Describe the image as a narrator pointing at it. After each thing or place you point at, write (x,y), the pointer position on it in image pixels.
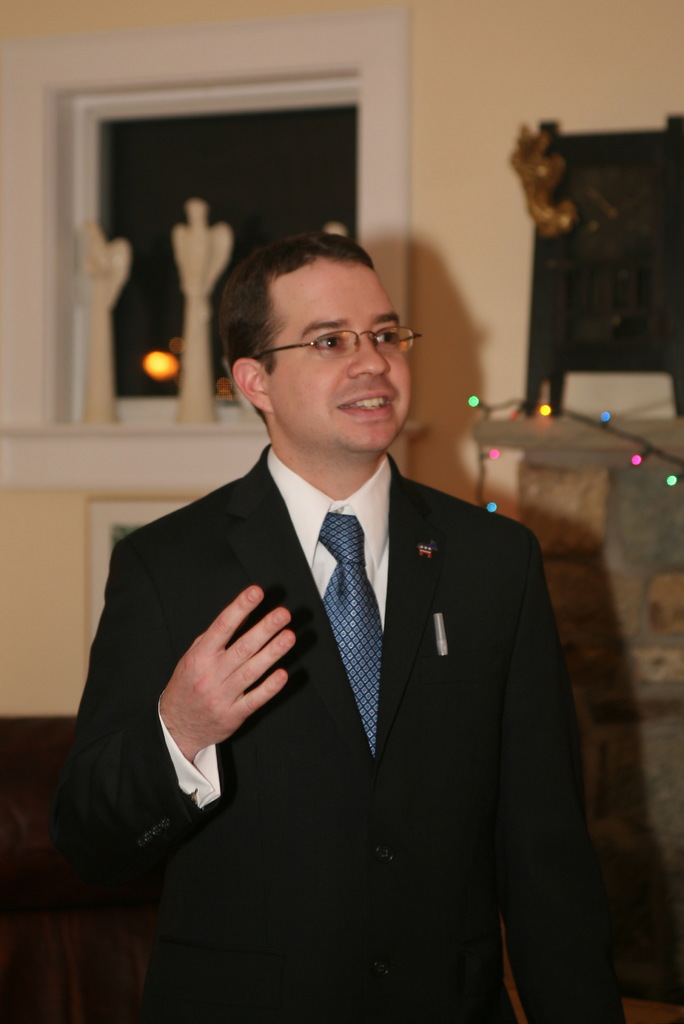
The man (314,544) in front of the picture wearing a white shirt (376,568) and black blazer (319,853) is standing. He is wearing the spectacles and he is smiling. I think he is trying to talk something. Behind him, we see a beige wall (84,504) and a window (165,343). On the right side (569,355), we see a fireplace (571,440) on which black color thing (547,254) is placed. This picture is clicked inside the room (571,431).
